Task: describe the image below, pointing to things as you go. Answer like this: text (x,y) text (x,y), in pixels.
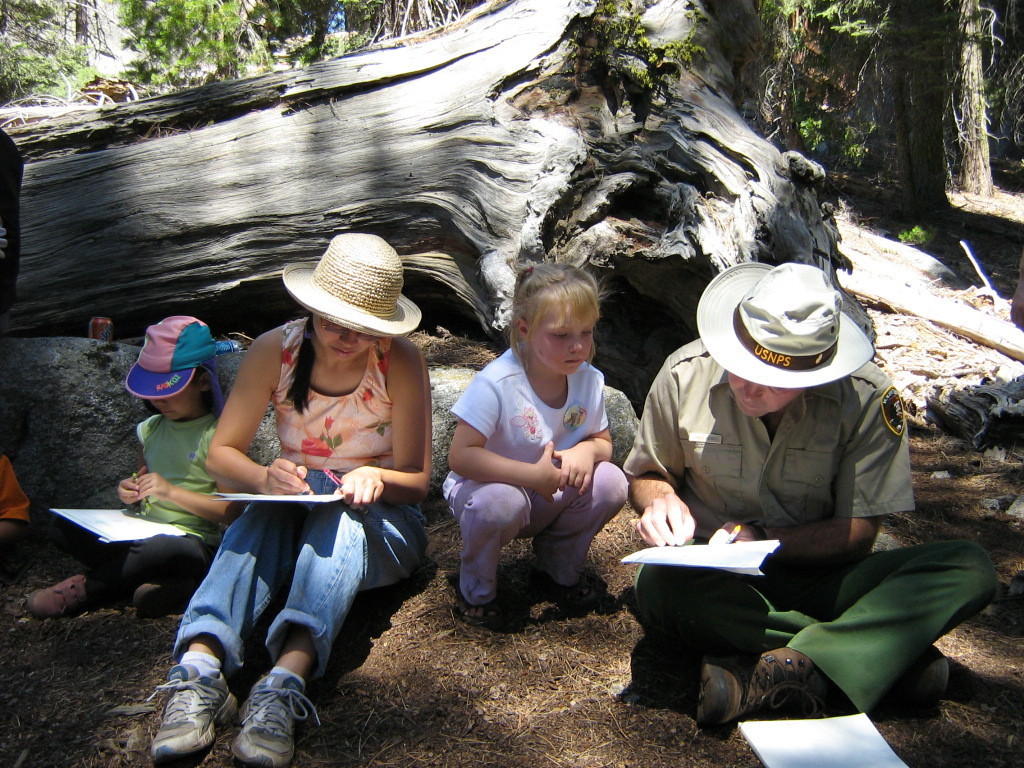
In this image there are group of persons (260,503) sitting on the ground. In the center (485,504) there is a girl (518,442) squatting and on the ground (842,713) there is a paper (838,733). In the background (283,40) there are trees (803,124).
